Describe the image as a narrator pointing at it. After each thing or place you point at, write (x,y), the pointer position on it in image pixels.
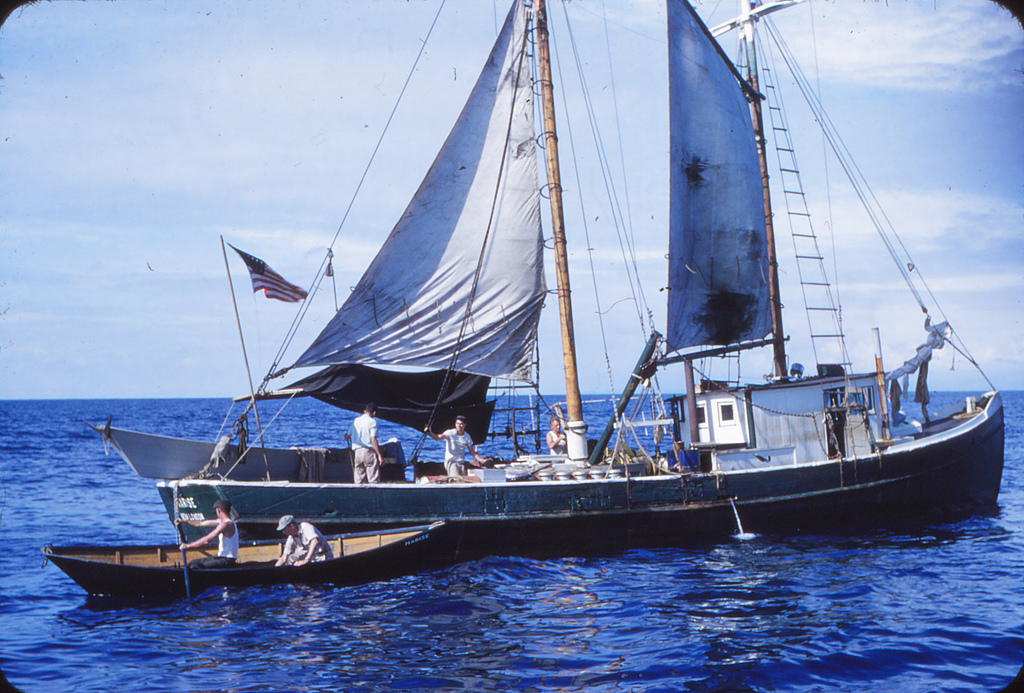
In this image I can see water (553,681) and in it I can see few boats (214,514). On these boats (256,480) I can see number of people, a flag (250,269), wires (485,243), few poles (561,213), white colour clothes (475,267) and in background (293,151) I can see in the sky (928,139).
